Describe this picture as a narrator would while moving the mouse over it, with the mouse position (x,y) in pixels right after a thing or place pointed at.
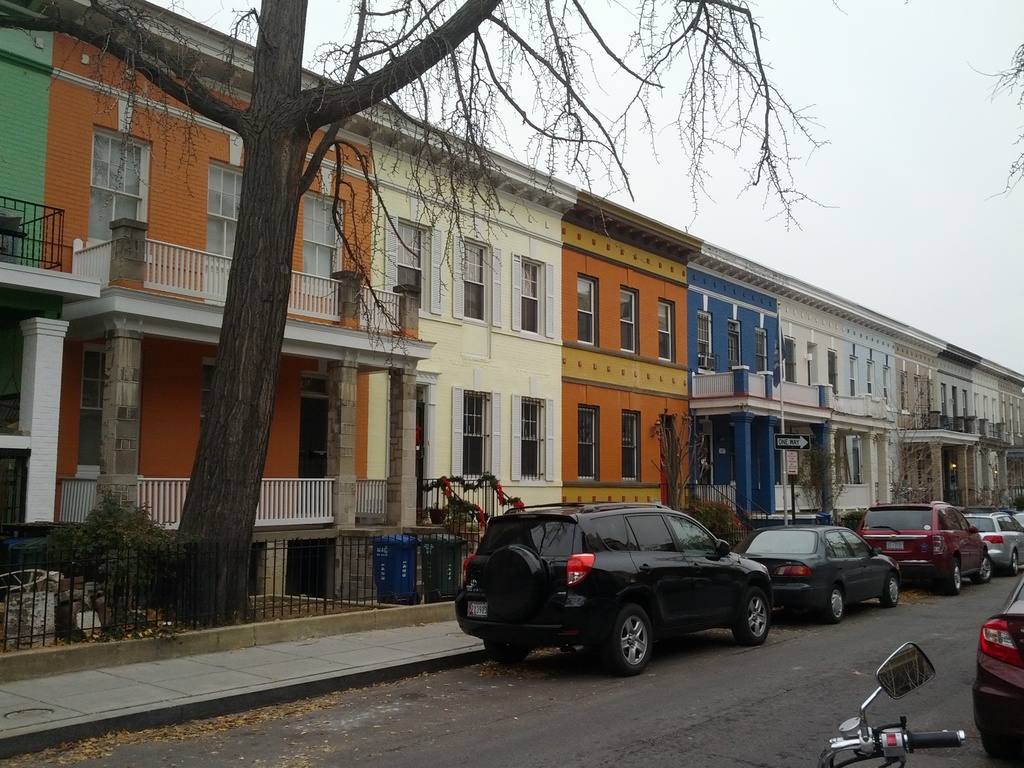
In this image we can see few cars (873,574) parked on the road (660,666) in front of the buildings (455,397), there are few trees (227,564), sign board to the pole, a motorbike (856,718) and the sky (866,134) in the background (886,138).
